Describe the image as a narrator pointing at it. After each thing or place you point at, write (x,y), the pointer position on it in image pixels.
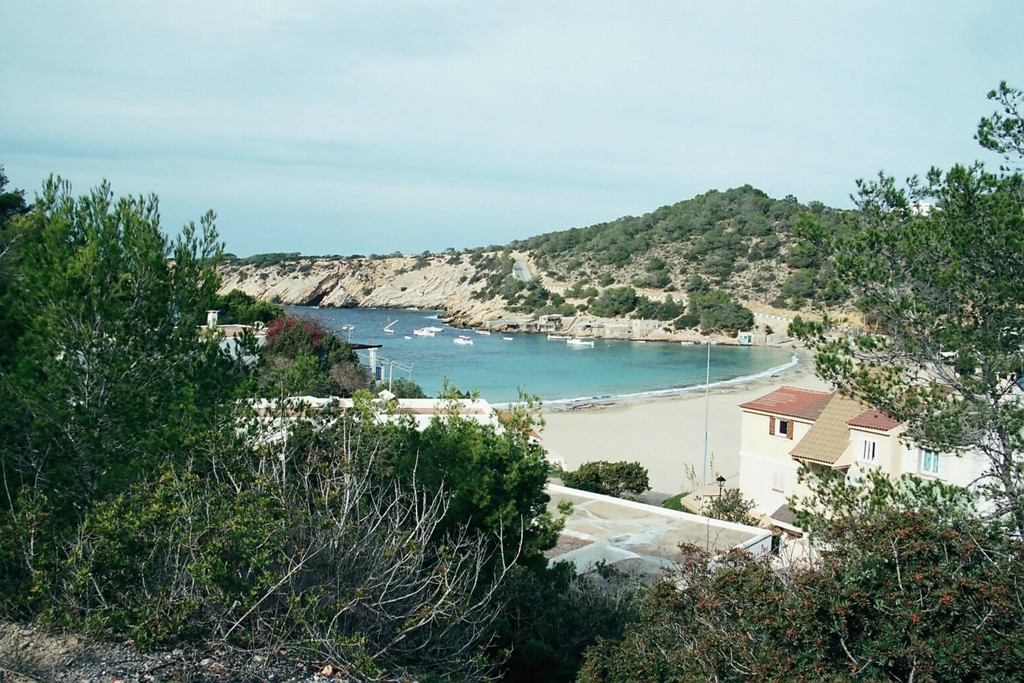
In the image I can see trees (466,465), plants (459,481), the water (445,345), houses (778,493), poles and some other objects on the ground (651,464). In the background (379,134) I can see boats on the water (494,395) and the sky (246,253).
